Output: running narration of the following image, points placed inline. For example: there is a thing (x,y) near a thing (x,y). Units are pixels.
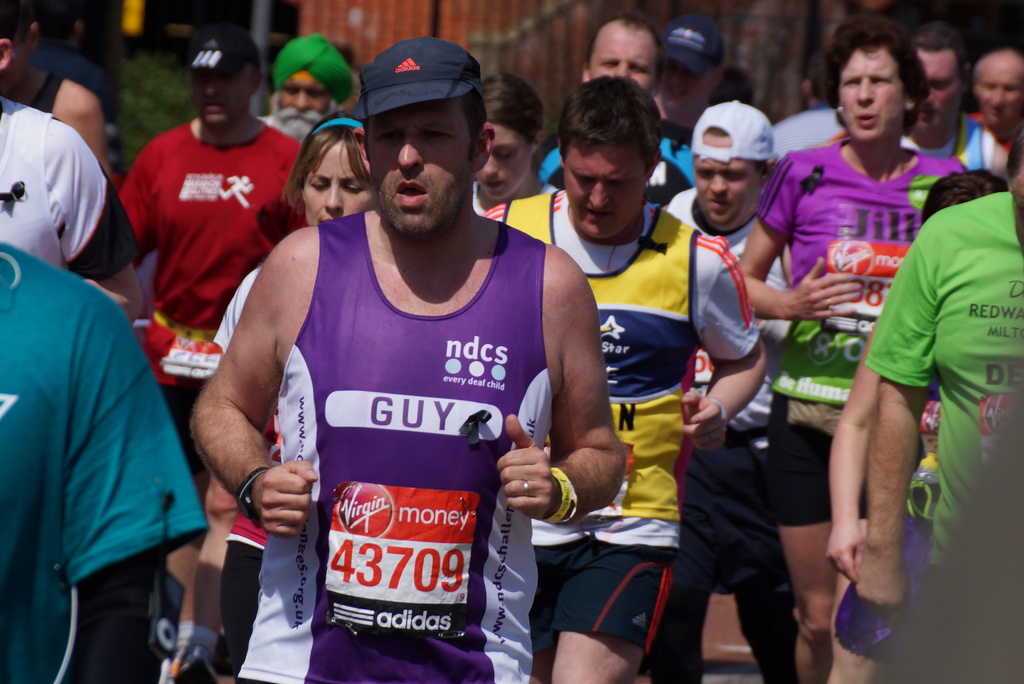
In this image there are persons (607,354) running. In the background (371,29) there is an object (422,29) which is brown in colour, there is a pole (257,24) and there is a tree (147,97) and there is an object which is yellow in colour.
